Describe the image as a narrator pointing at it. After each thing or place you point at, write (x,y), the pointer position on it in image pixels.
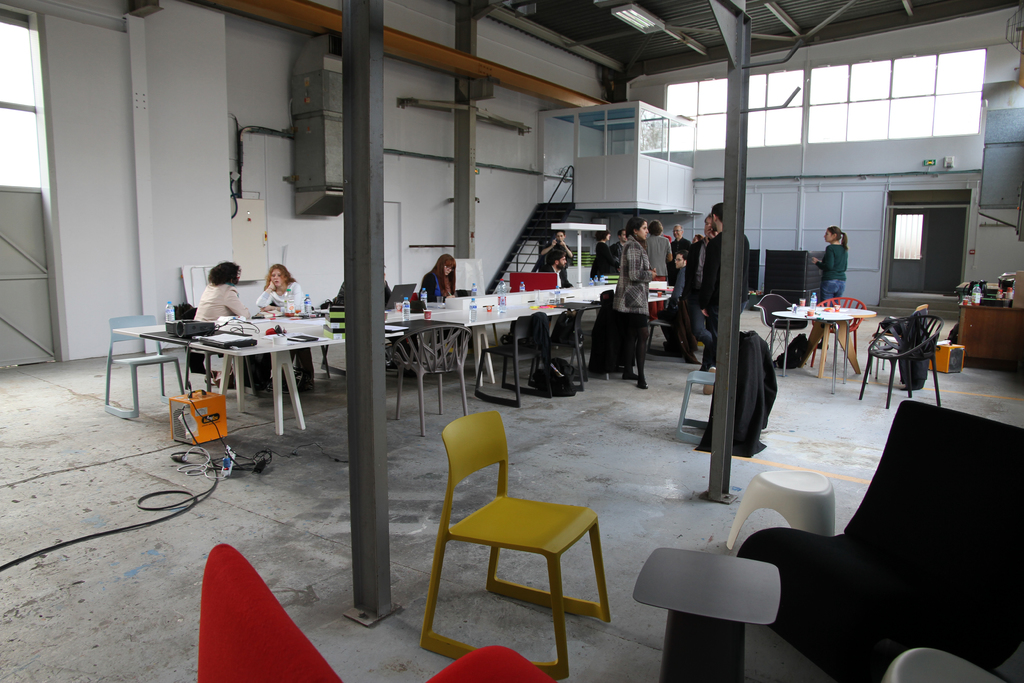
In this picture there are group of people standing near the table (533,300), there are table (396,331), chairs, boxes (337,331) and group of people (281,304) sitting in the chairs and at the back ground (592,168) we have staircase (564,197), room (592,168), windows (705,106), lights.
